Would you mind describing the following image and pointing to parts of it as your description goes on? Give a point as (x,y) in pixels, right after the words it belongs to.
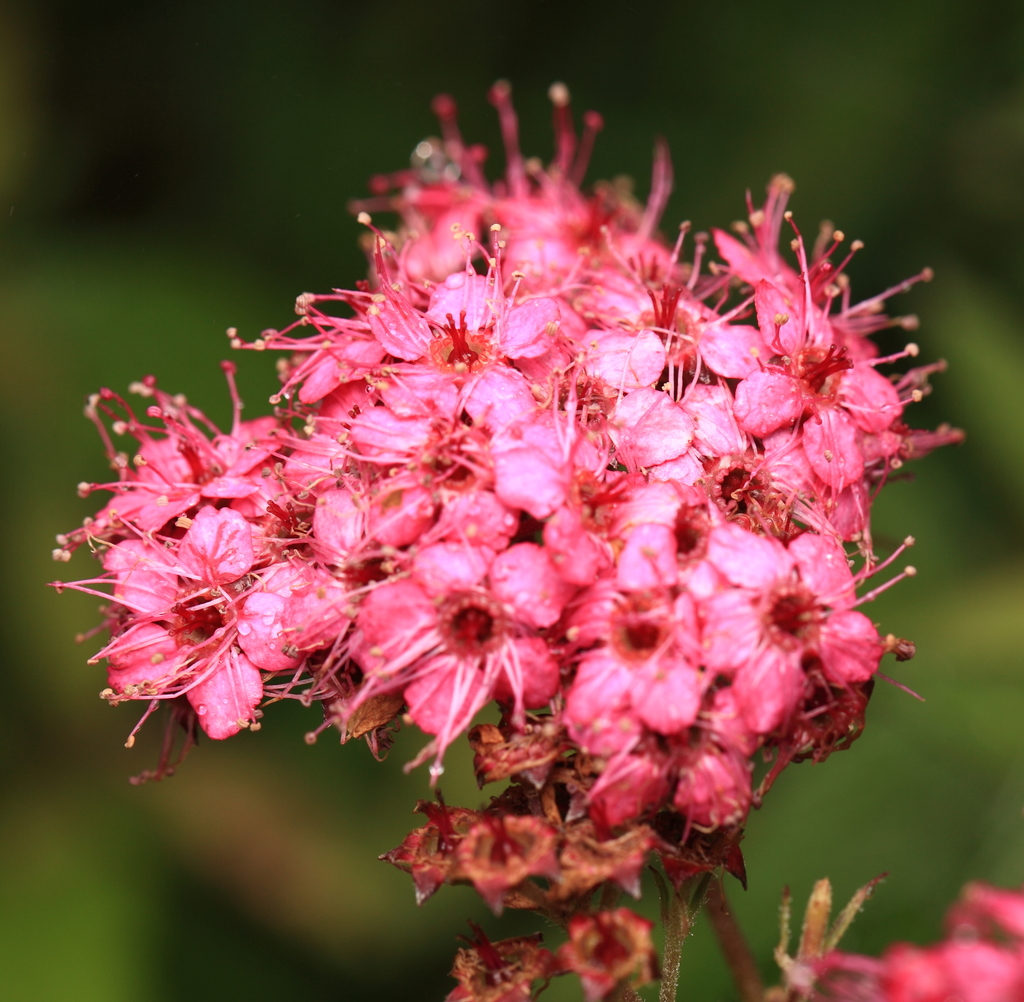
In this image we can see flowers (363,543) and we can also see a blurred background (149,108).
